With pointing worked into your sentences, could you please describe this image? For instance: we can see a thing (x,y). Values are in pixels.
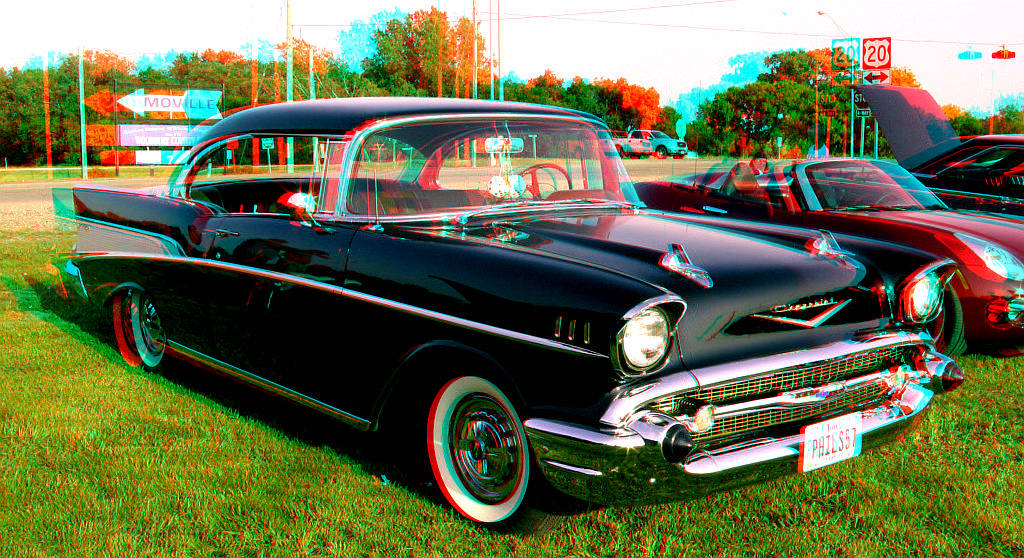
This is an edited picture. In the foreground of the picture (304,226) there are cars (385,291) and grass (92,473). In the background (259,75) there are trees (534,78), car (657,141), current poles (440,39), cables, sign boards (185,105) and grass (44,171).
